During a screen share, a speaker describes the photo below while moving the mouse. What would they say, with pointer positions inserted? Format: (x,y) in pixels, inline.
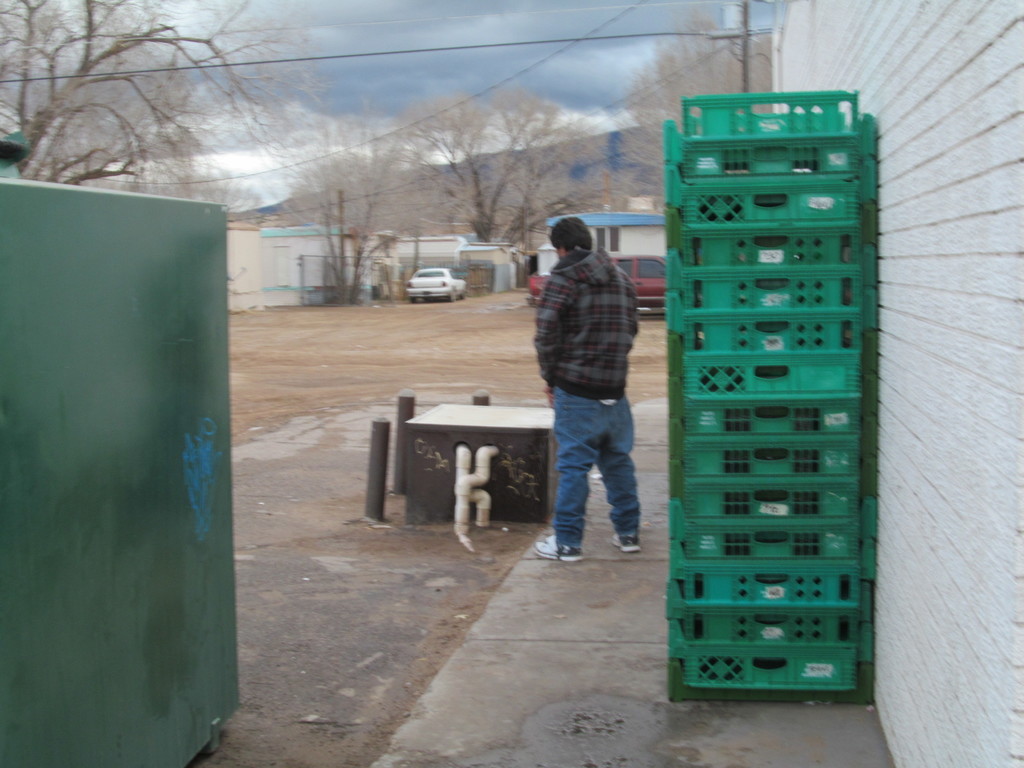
On the right side (952,281) there is a wall (930,277). Near to that there are boxes (769,387). And one person (611,404) is stand. Near to the person (594,435) there is a block (474,437). Near to the block (464,407) there are small poles (385,420). On the left side (118,362) there is a container (93,381). In the background (240,159) there are trees (389,221), buildings (485,257), vehicles (628,260) and sky (390,106) with clouds (282,174).
